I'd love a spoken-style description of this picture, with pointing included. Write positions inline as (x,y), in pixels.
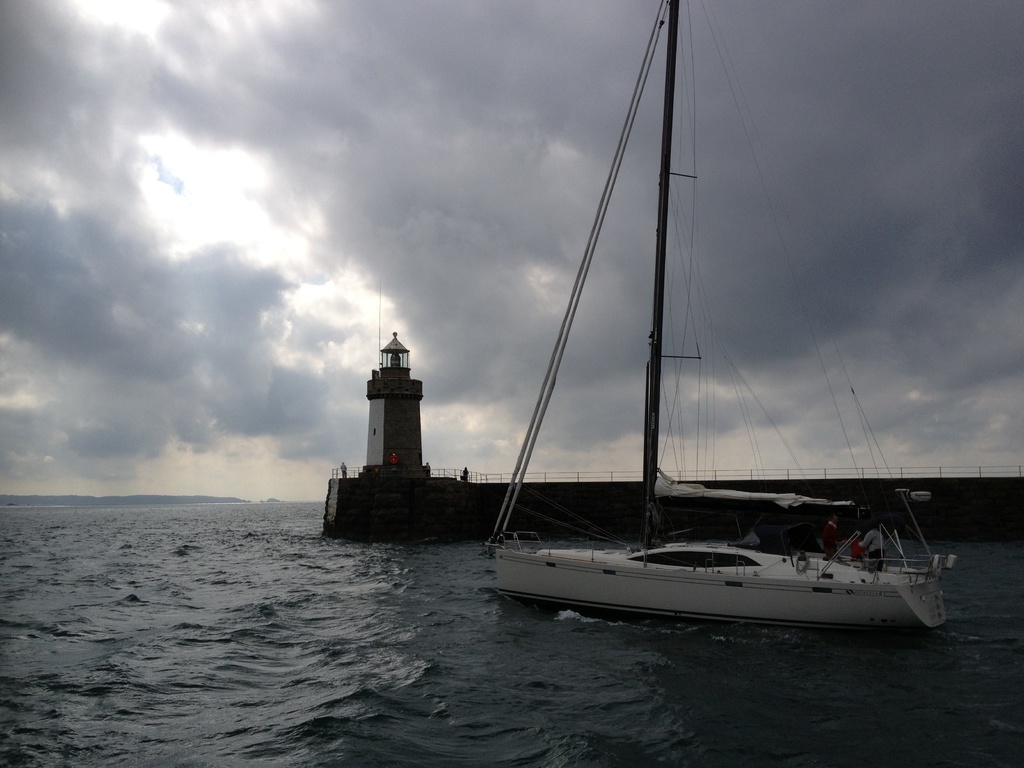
In this picture there is a ship (651,40) on the right side of the image (735,561), on the water (436,605) and there is a tower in the center of the image (399,409), there is water (86,573) at the bottom side of the image (421,594).
